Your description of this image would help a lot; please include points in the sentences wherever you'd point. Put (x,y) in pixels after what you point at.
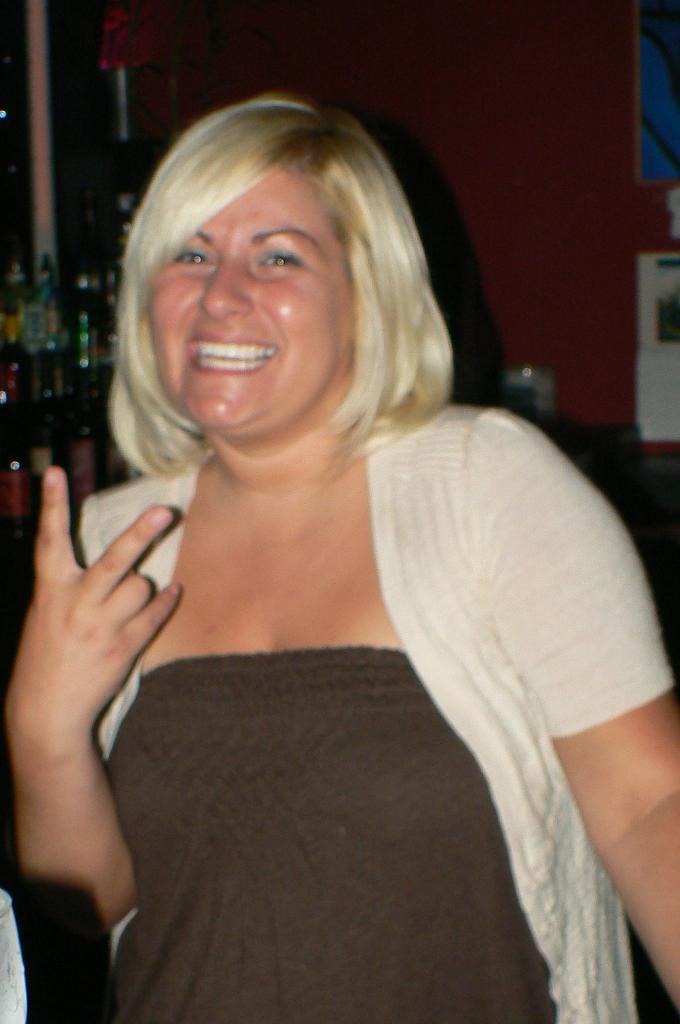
In the middle of the image (240,385) a woman (195,308) is standing and smiling. Behind her we can see some products (113,443). At the top of the image (161,26) we can see a wall (167,20).
